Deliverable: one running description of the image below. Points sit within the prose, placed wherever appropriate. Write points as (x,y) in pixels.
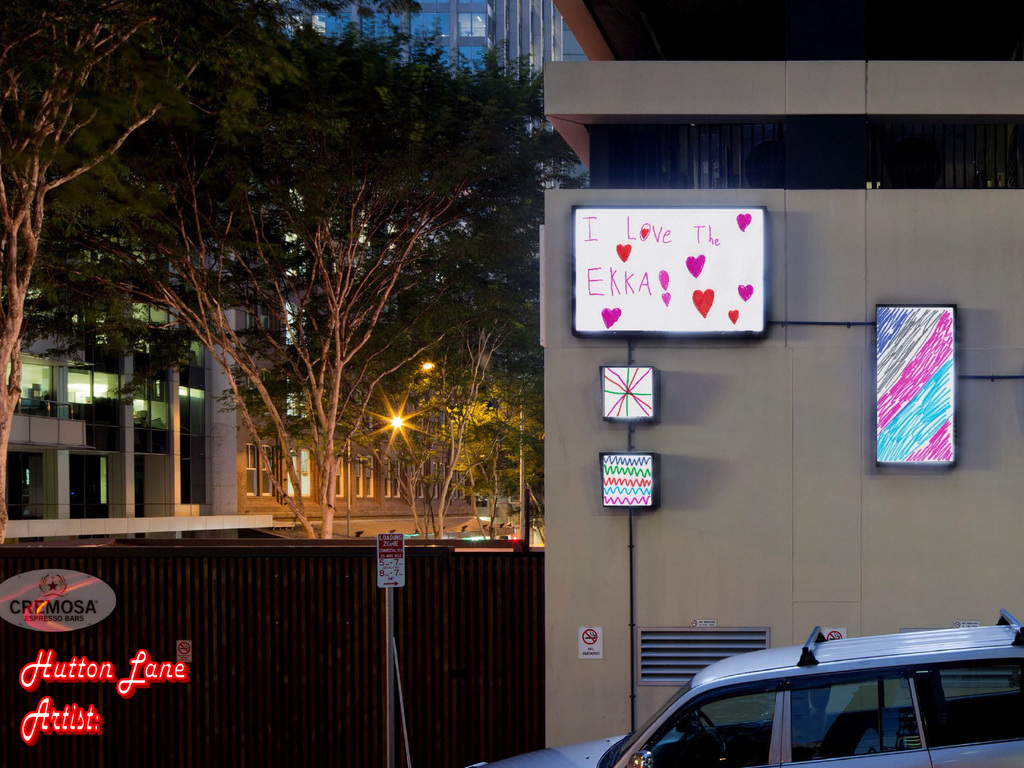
In this picture there is a vehicle (804,695) in the right corner (793,730) and there is a wall (820,590) beside it which has few paintings (621,456) and something written on it and there are trees (320,171) and buildings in the background (230,204).
